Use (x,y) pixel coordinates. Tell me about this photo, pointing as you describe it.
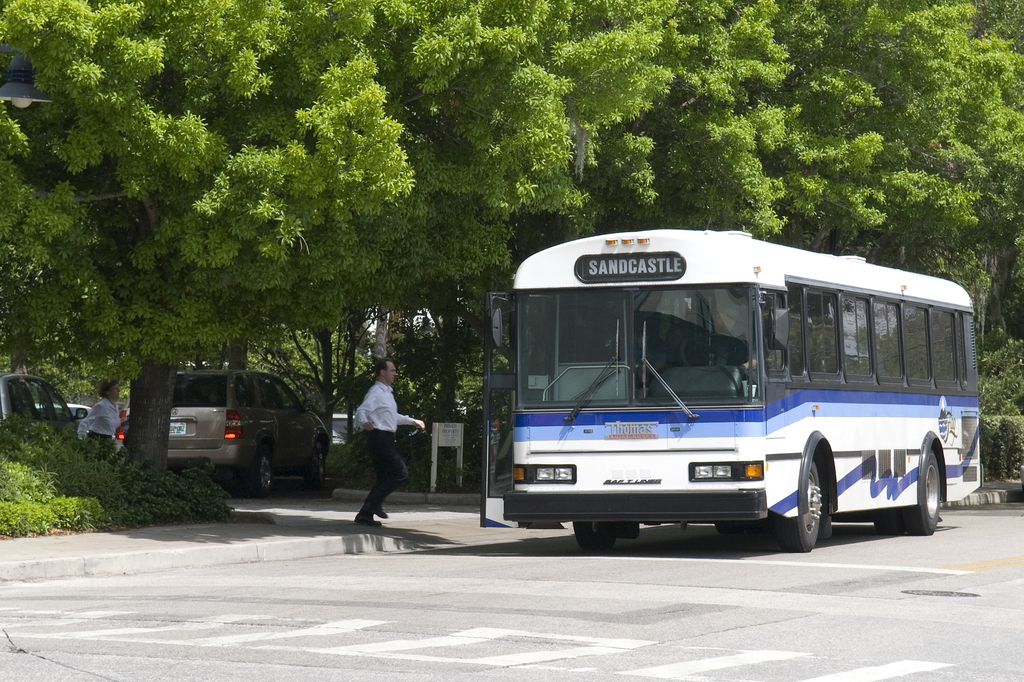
In this image in the center (542,411) there is one bus (689,465) and on the left side (100,432) there are two persons (80,428) who are running, and also there are some cars (295,398) trees (309,334). At the bottom (425,606) there is a walkway (196,626), and in the background (710,116) there are some trees (759,120).
